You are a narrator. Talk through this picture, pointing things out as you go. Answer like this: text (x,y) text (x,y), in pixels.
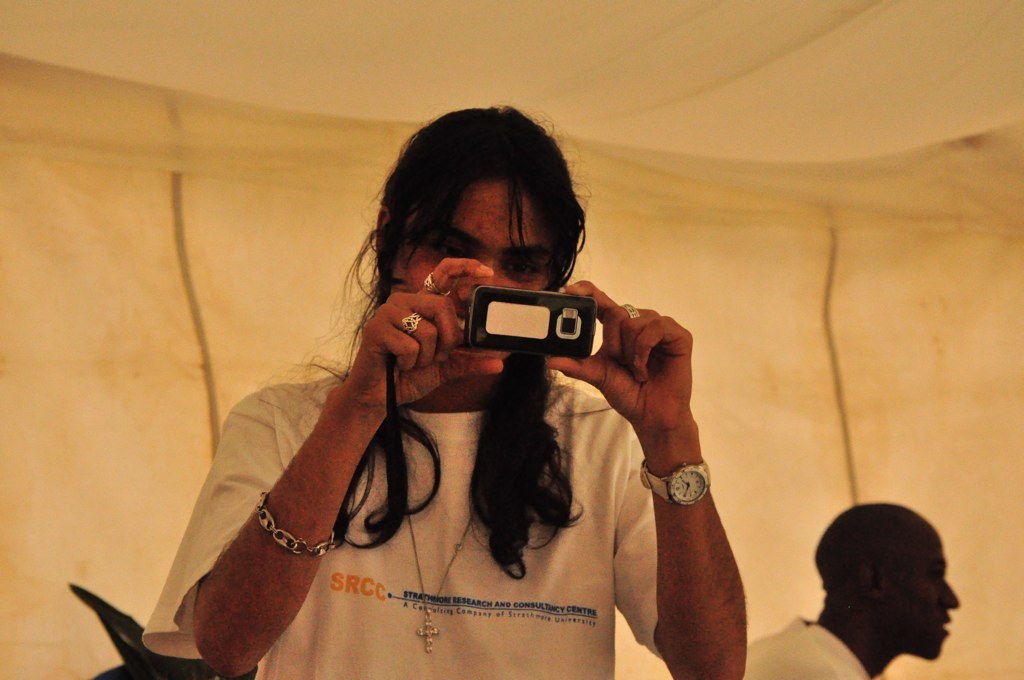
In this picture a man (510,532) is holding a phone (481,349). He is wearing a white t shirt (332,578). He is having long black hair (532,431). He is wearing watch (665,485), bracelet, rings (405,328). Beside him there is another person (833,600). I think they are inside a tent (727,142).
